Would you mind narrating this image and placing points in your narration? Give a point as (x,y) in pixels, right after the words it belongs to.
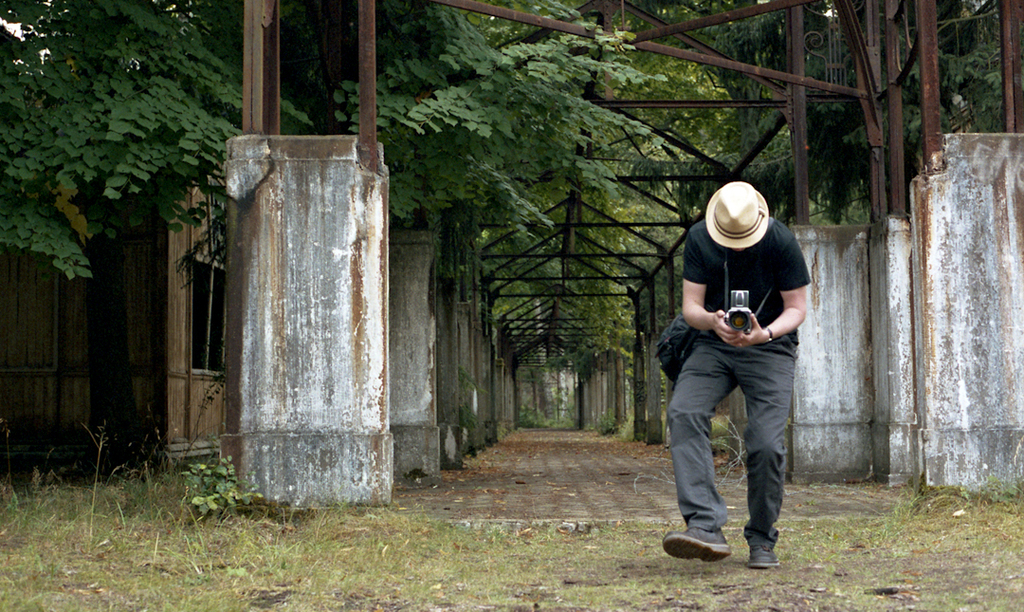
In this picture I can see a person (715,535) standing and holding a camera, there are pillars (389,279) with iron rods (925,47), there are plants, trees (445,73) and this is looking like a shed (220,370).
